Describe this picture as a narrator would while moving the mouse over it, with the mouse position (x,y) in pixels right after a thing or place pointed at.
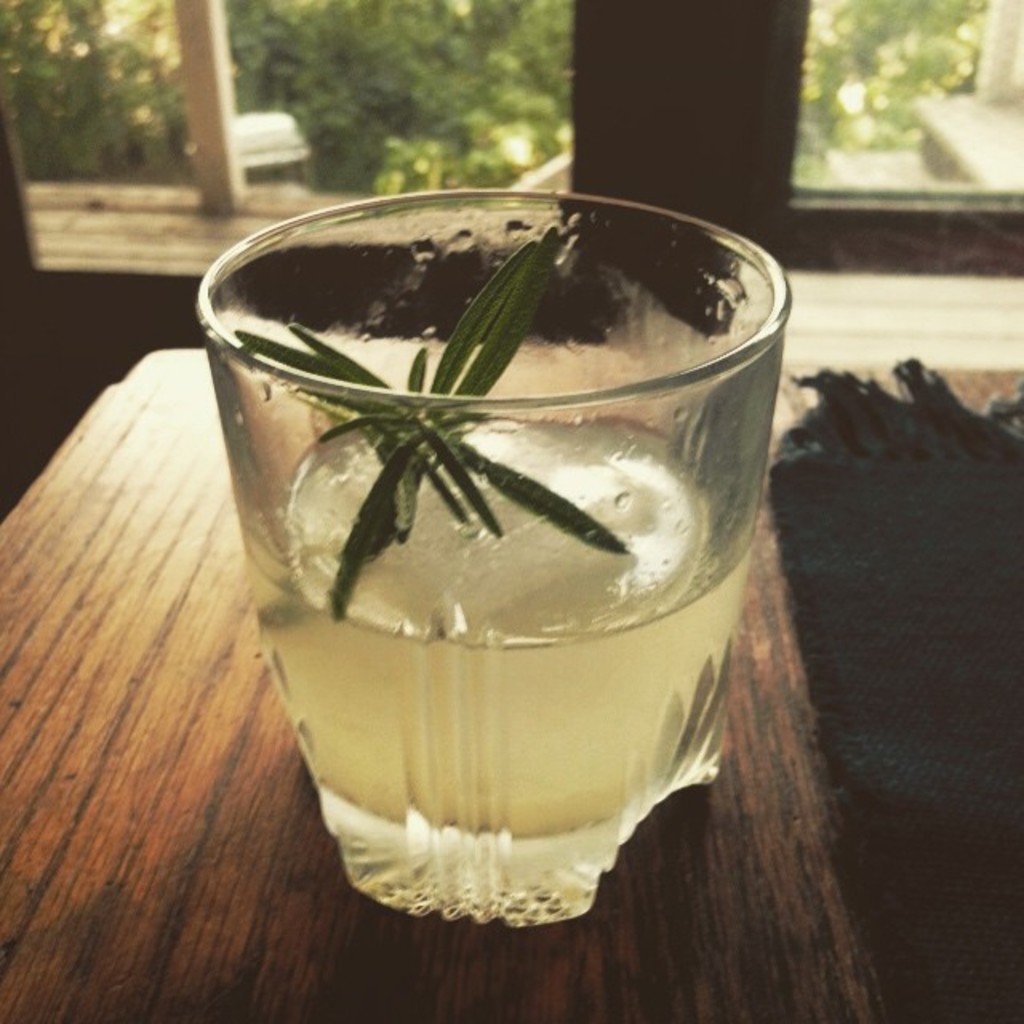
In this image we can see beverage (395,560) in glass (433,605) placed on the table (688,867). In the background (617,121) we can see windows (624,104) and trees (272,52).
